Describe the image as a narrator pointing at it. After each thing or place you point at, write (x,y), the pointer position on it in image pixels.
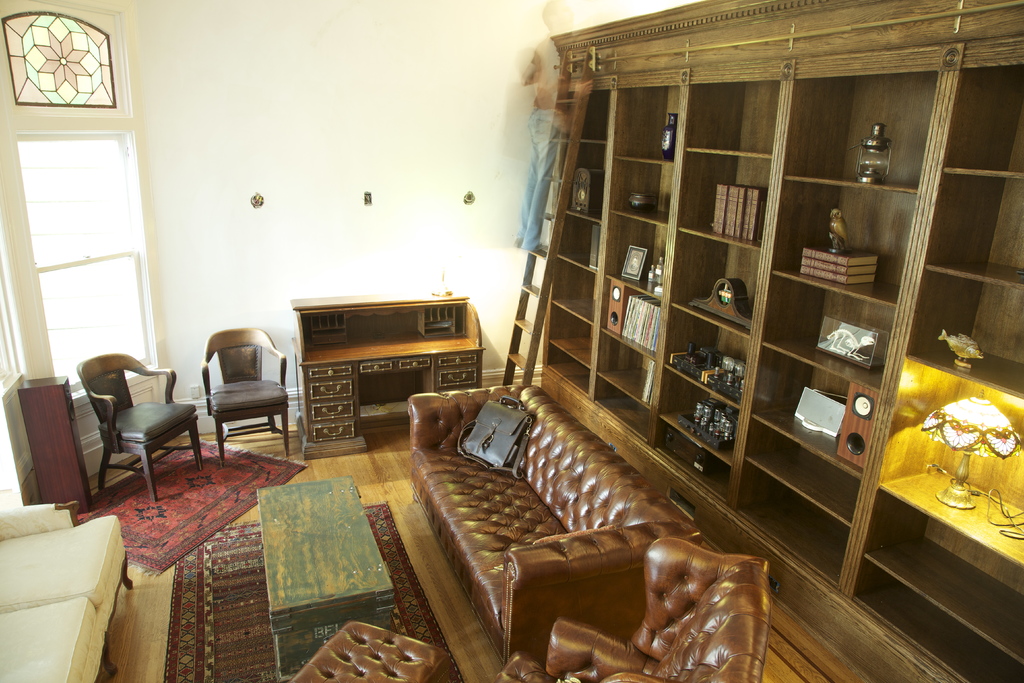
In this picture we can see a room (424,415) with sofa (422,448) bag (471,431) on it, chairs (170,372), table (319,496), ladder (553,148), racks (625,204) with books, lamps (978,409), photo frames (635,263) in it, wall (217,68), window (47,219).
